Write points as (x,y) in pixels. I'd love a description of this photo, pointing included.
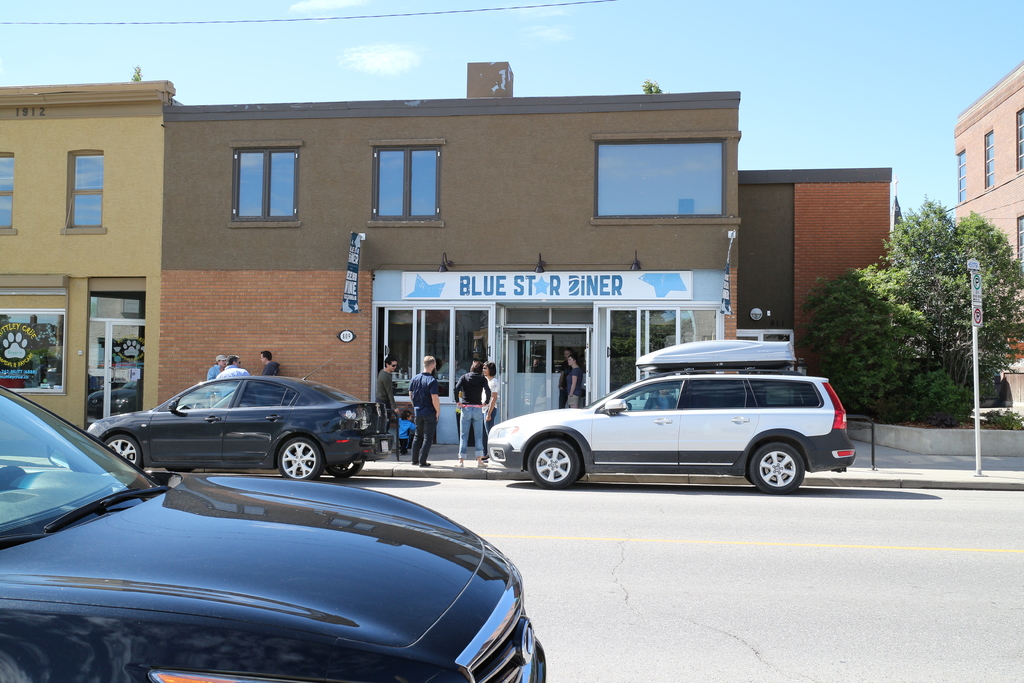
There are vehicles (492,451) on the road (642,498). In the background (977,468), there is a pole (975,333) which is having signboard (977,300) on the footpath (996,471), on which, there are persons (387,386) standing near a building (389,154), which is having glass windows (404,395) and a hoarding (463,287), there are trees (965,249), buildings (977,195) and clouds (369,61) in the blue sky (413,30).
